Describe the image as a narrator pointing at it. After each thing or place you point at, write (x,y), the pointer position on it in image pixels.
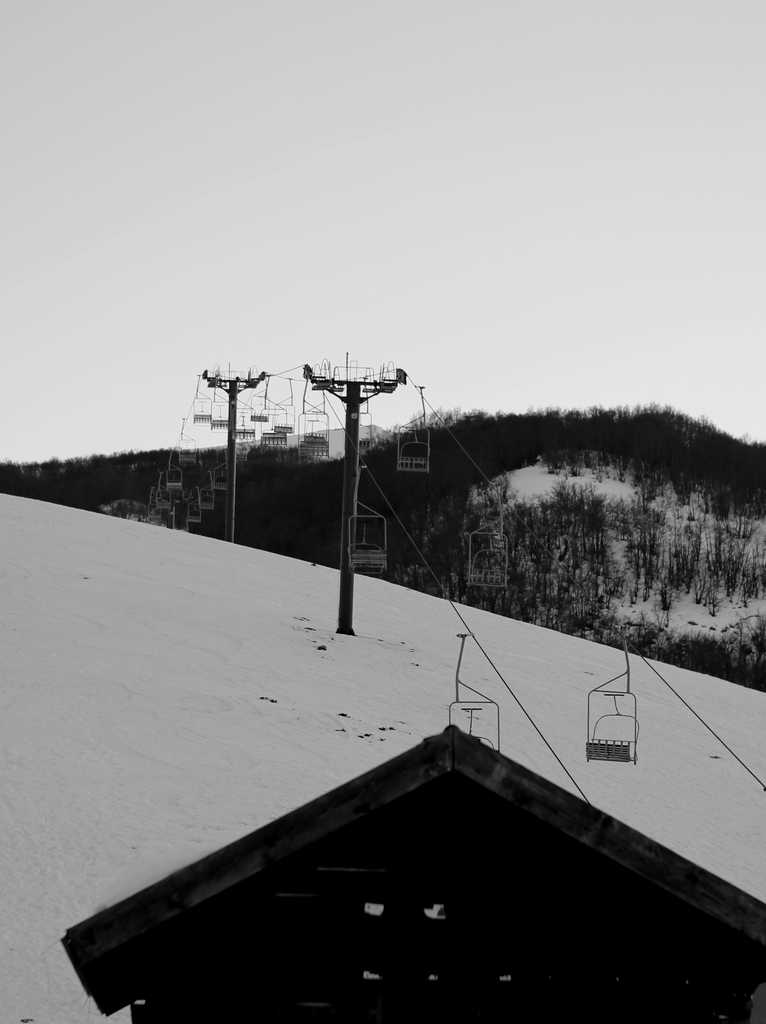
This is a black and white image. I can see the poles (351,500) with ski lift chairs (241,456). At the bottom of the image (396,1016), I can see a house (481,882) with roof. There are snow mountains (152,615) and trees (525,542). In the background (143,173), there is the sky (268,209).
